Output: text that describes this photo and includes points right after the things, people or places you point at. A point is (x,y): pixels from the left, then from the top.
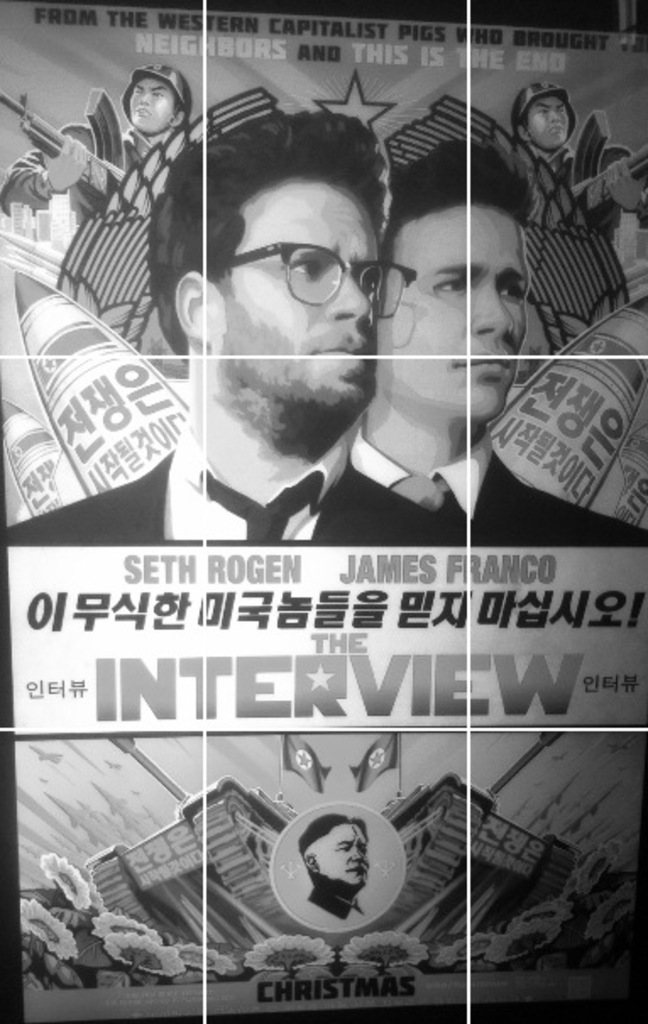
This is a black and white image. I can see a poster (282,473). There are two people (302,471). These are the buildings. I can see the flags (358,775). These are the trees (275,950). I can see the letters (314,621) on the poster (257,544).
